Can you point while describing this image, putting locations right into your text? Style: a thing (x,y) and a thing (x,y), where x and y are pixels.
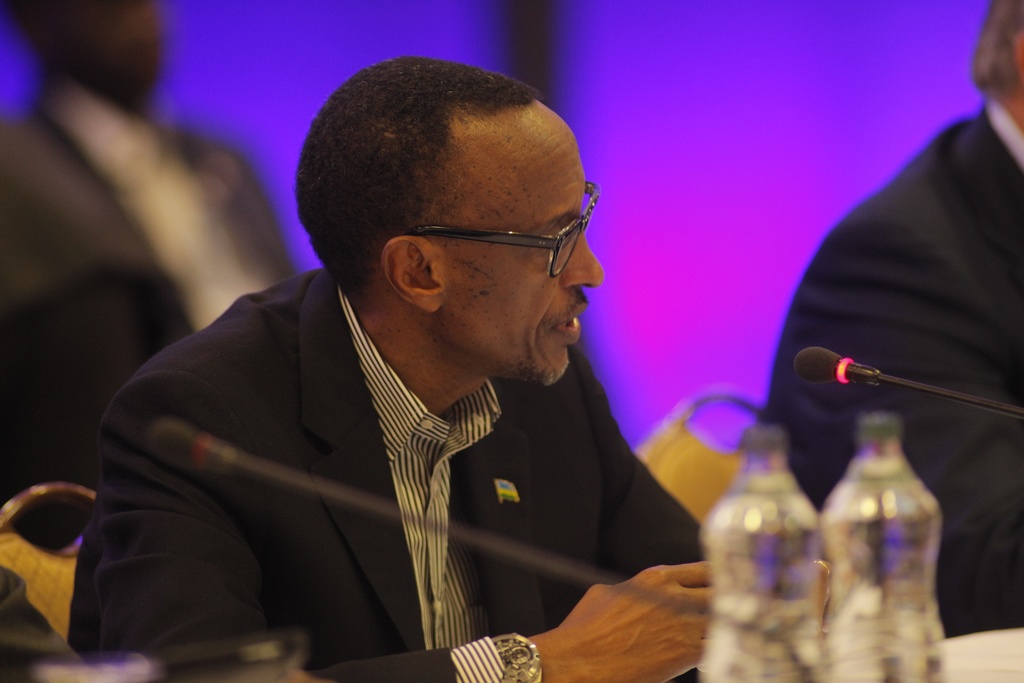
This picture describes about group of people (352,278) they are seated on the chair (672,427) in front of them we can see a microphone (852,376) and couple of bottles (862,559) on the table (995,635).
